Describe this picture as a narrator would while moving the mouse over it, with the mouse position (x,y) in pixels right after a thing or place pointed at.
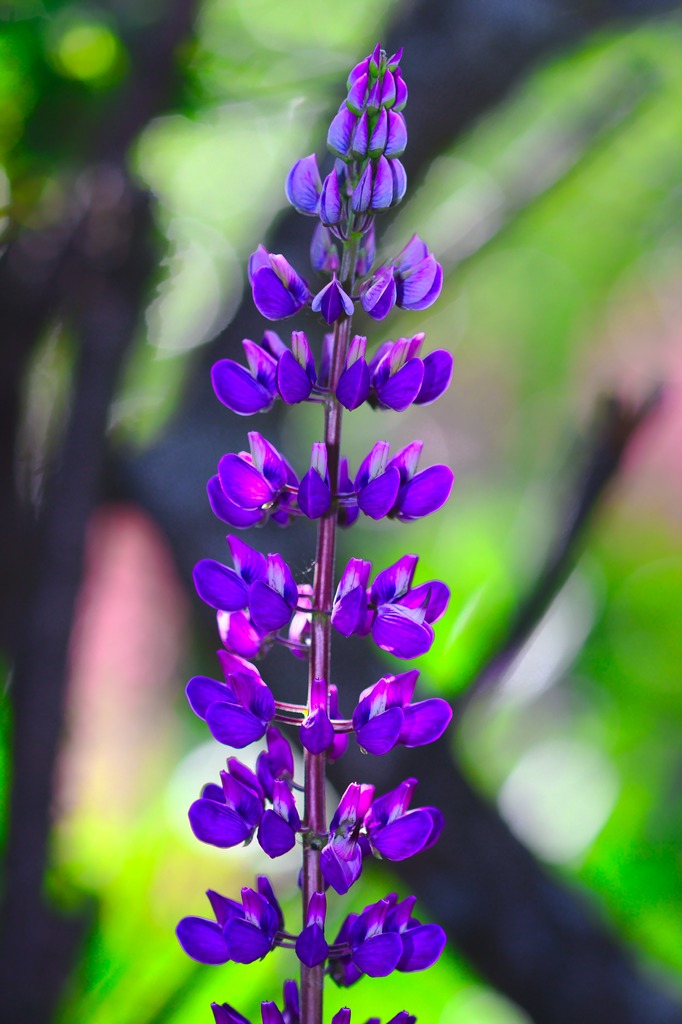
In the picture I can see violet color flowers (312,913) of a plant (343,229). The background of the image (622,159) is blurred, which is in green color.
